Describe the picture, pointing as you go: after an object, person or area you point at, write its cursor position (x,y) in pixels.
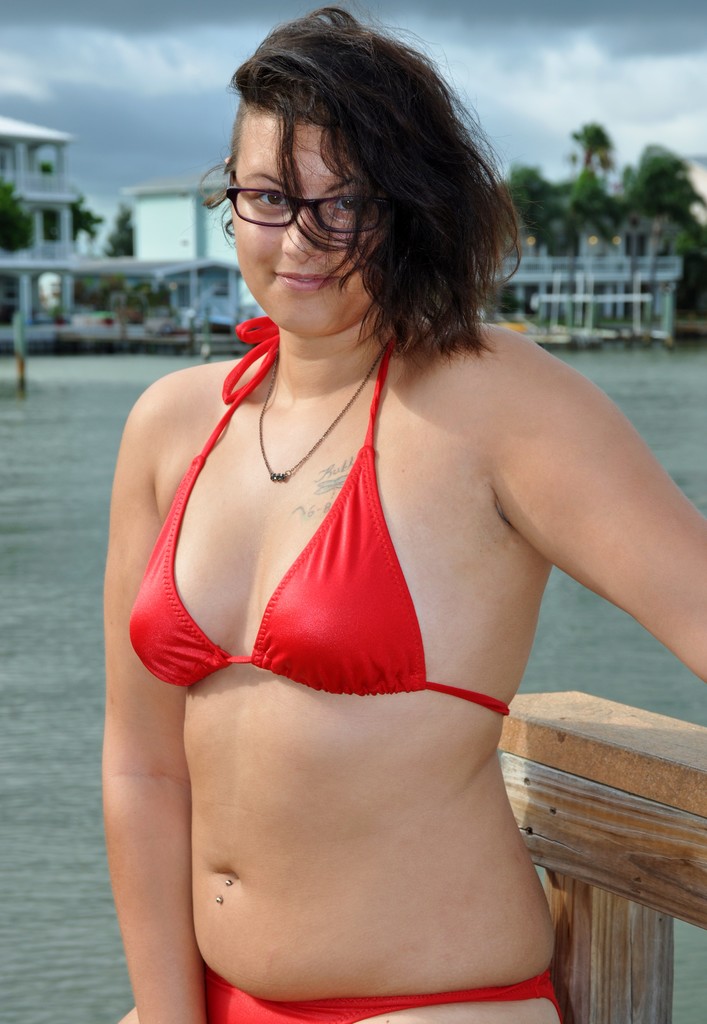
In the image there is a woman (223,829) in front of a wooden fence (583,736) in red bikini (356,650) and behind her there is water (60,521) with buildings (64,251) in the background (181,271) along with trees (583,219) and above its sky (566,18) with clouds (110,73).
